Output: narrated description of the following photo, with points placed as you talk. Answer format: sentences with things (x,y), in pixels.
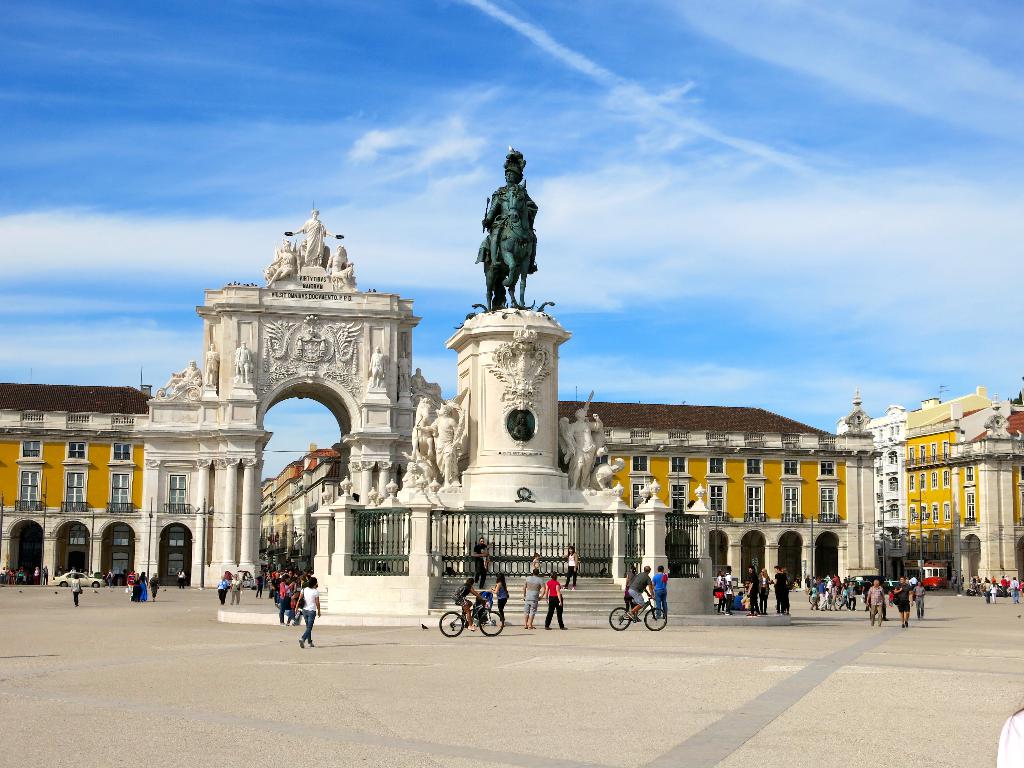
In this picture beautiful view of the tourist place (491,400). In the middle (520,268) there is a blue color horse (511,250) and man statue (503,269). Behind there is a white color arch (335,303) with many statues (335,269) on the top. Both the side there is a yellow color castle house (691,499). In the front (252,602) bottom side there is a group of man and woman (904,587) walking on the street (23,620).
